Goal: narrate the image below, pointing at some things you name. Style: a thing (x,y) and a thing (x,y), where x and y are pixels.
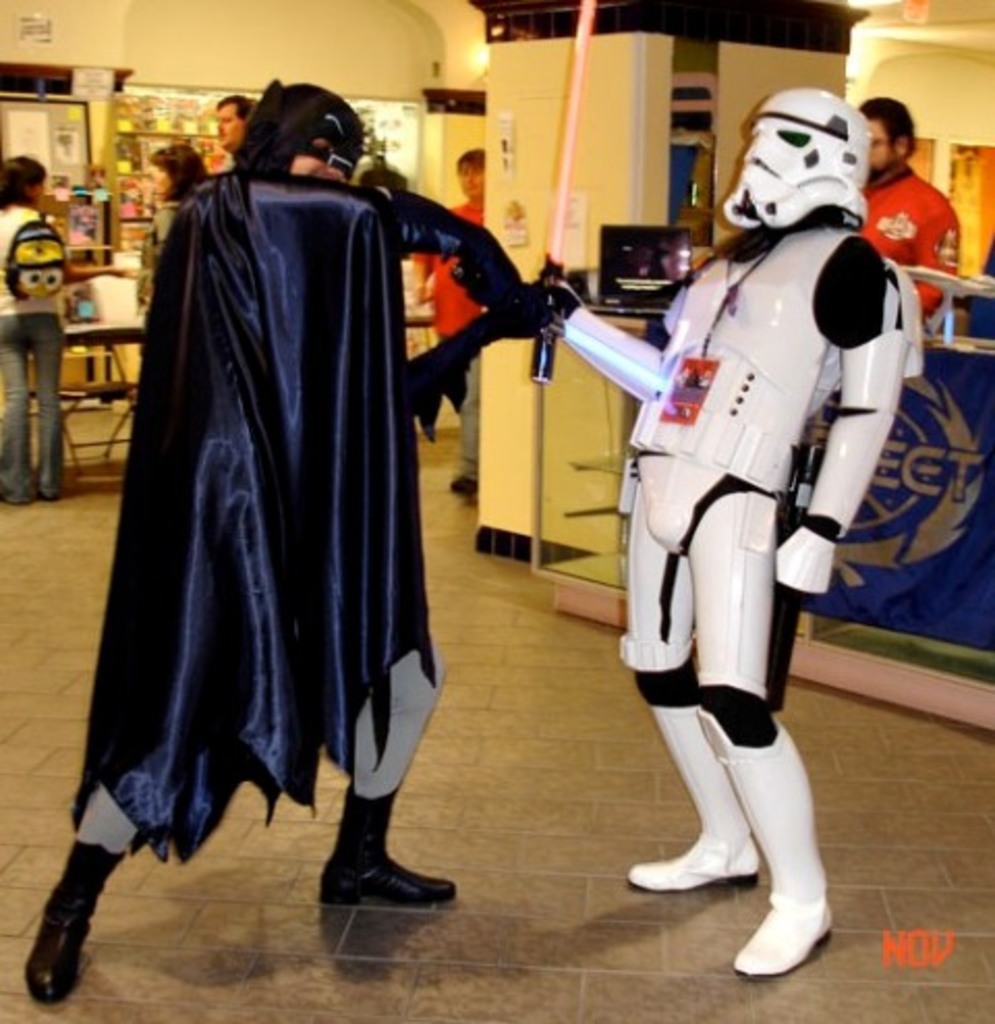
In this image in the center (378,370) there are persons (378,416) wearing costumes (768,423) and playing. In the background (662,275) there is a monitor (649,279) which is black in colour. There is wall (595,217) and on the wall (514,188) there are posters (512,203) and there are persons (15,223).
